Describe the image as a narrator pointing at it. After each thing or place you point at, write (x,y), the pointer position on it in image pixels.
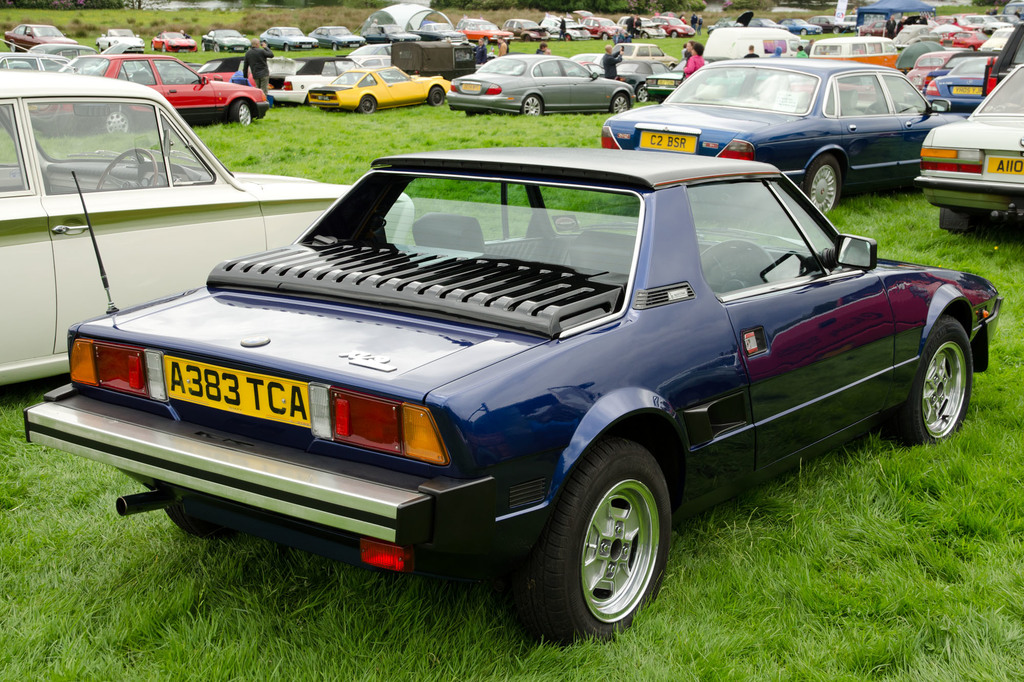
There are many cars (306,205) on the grass (830,513). On the cars (277,385) there are number plates (669,146). Also there are many people (608,69).
